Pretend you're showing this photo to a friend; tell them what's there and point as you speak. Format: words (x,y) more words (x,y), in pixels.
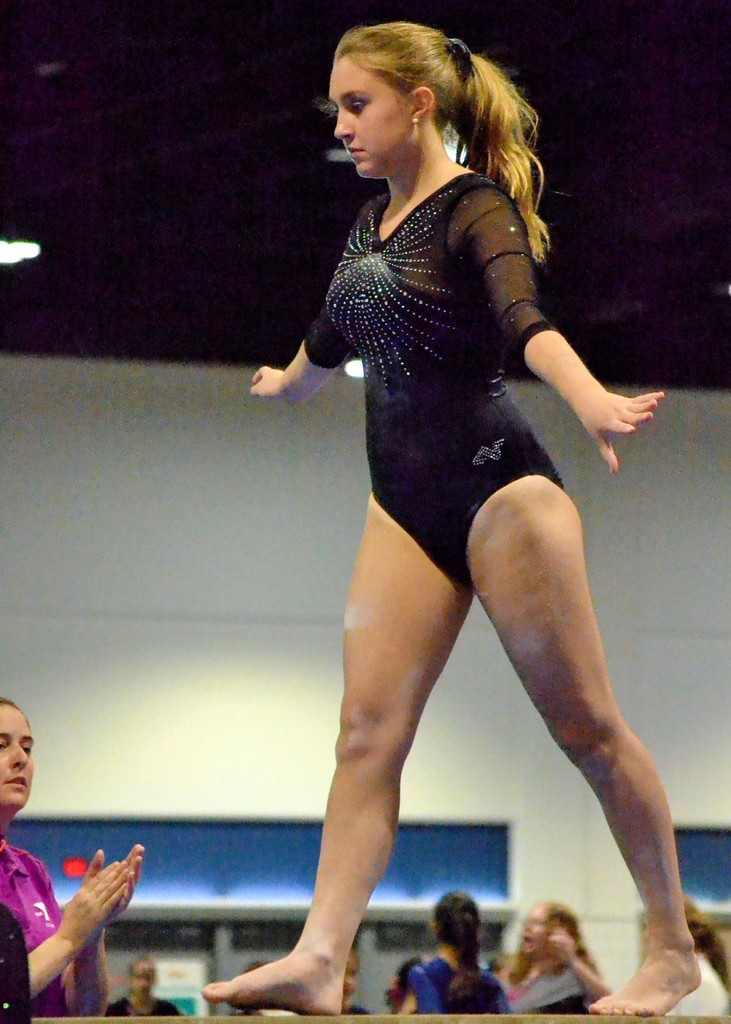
In this image I can see a person (615,773) walking and wearing black color dress (388,395). Back I can see few people (57,921), wall (266,607) and lights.
